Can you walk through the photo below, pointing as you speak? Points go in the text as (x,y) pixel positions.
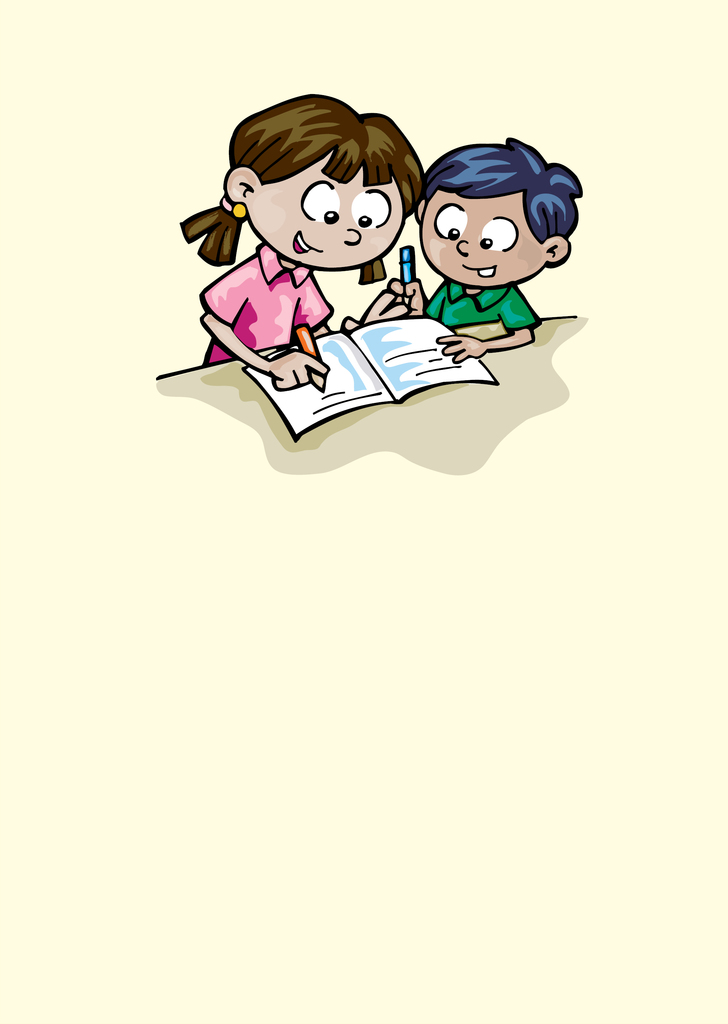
This is a cartoon image, we can see a boy (443,251) and a girl (354,253), boy (430,253) is holding a pencil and looking at the book (419,344) and girl (260,226) is holding a pencil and writing something in the book (357,354).
